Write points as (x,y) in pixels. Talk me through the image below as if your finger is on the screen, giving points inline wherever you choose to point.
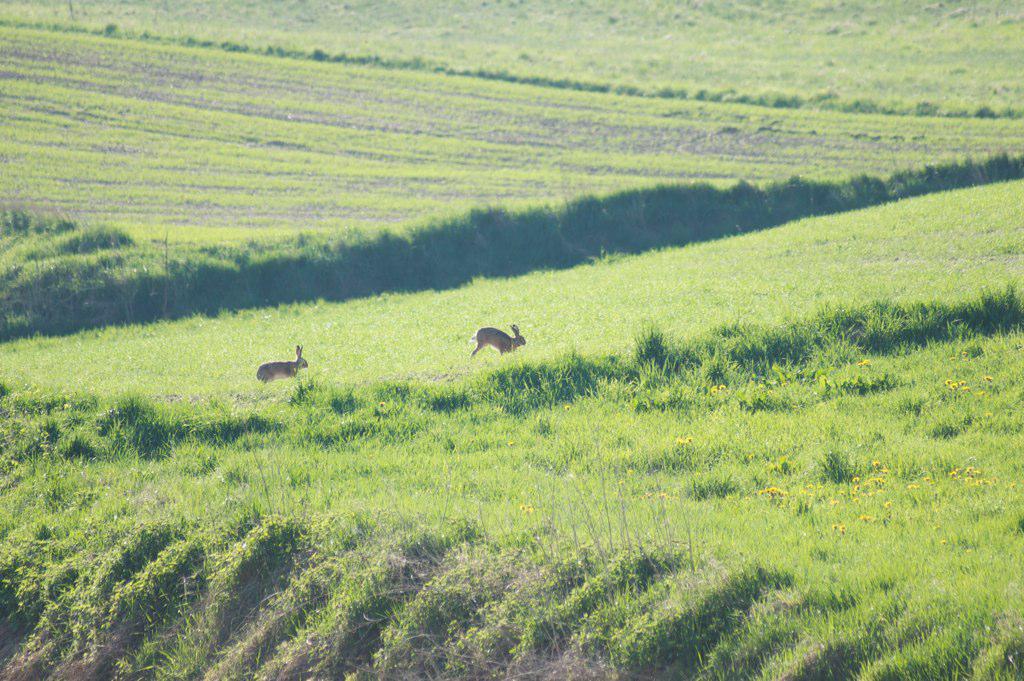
In this image I can see the ground (817,470), some grass (826,467) on the ground (828,368), few plants (729,334) and two animals (511,347).
